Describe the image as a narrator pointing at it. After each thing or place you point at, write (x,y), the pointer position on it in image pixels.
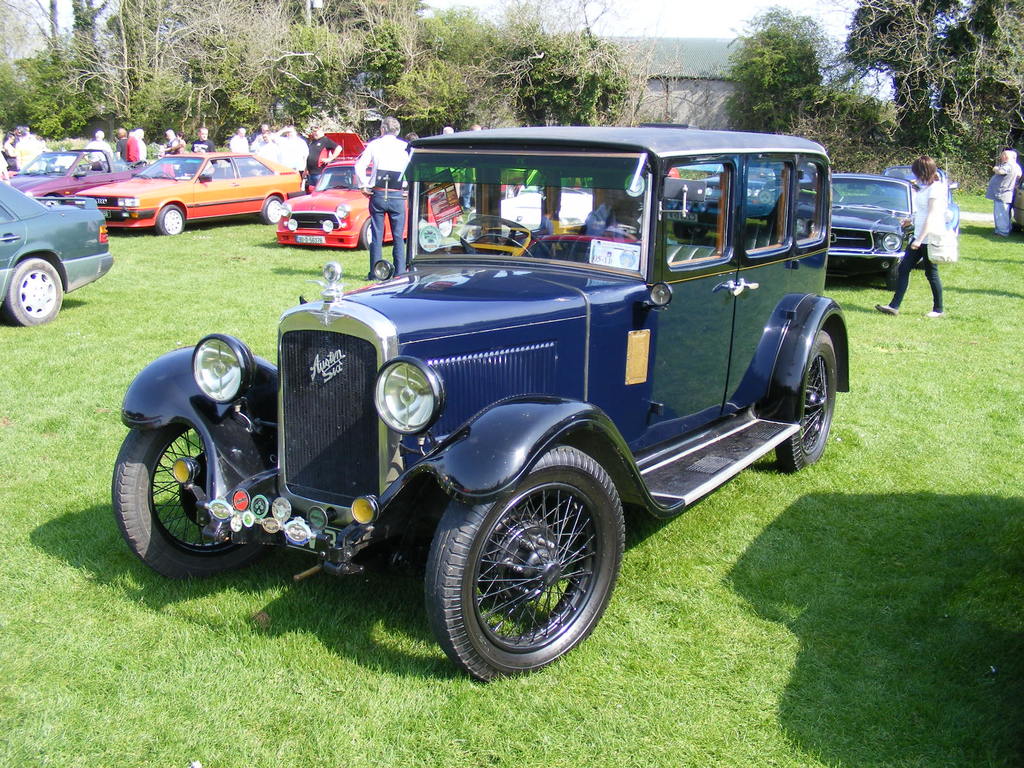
In this image we can see group of vehicles (663,461) parked on the grass field (67,322) and some people (1001,179) are standing. In the background (691,75), we can see a building (669,88) with roof (672,73), group of trees (548,50) and the sky (688,23).
